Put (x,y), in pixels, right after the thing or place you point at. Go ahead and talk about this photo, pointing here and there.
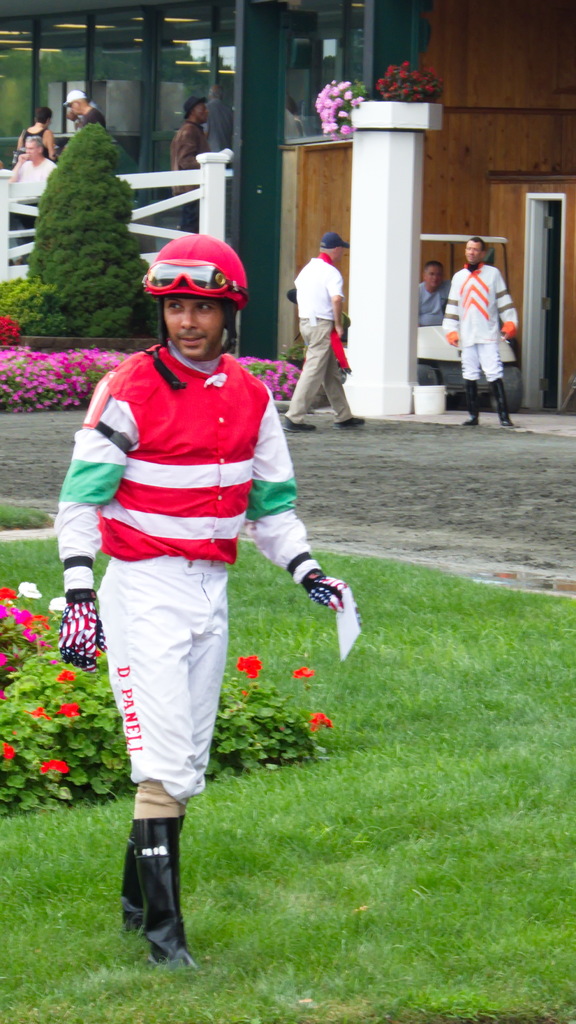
In this picture we can see a person (206,707) standing on the grass (296,773). There are some flowers (11,336), plants (33,721) and a few people (488,358) at the back (11,378). We can see a building (144,66) and some lights (56,49) in it.
